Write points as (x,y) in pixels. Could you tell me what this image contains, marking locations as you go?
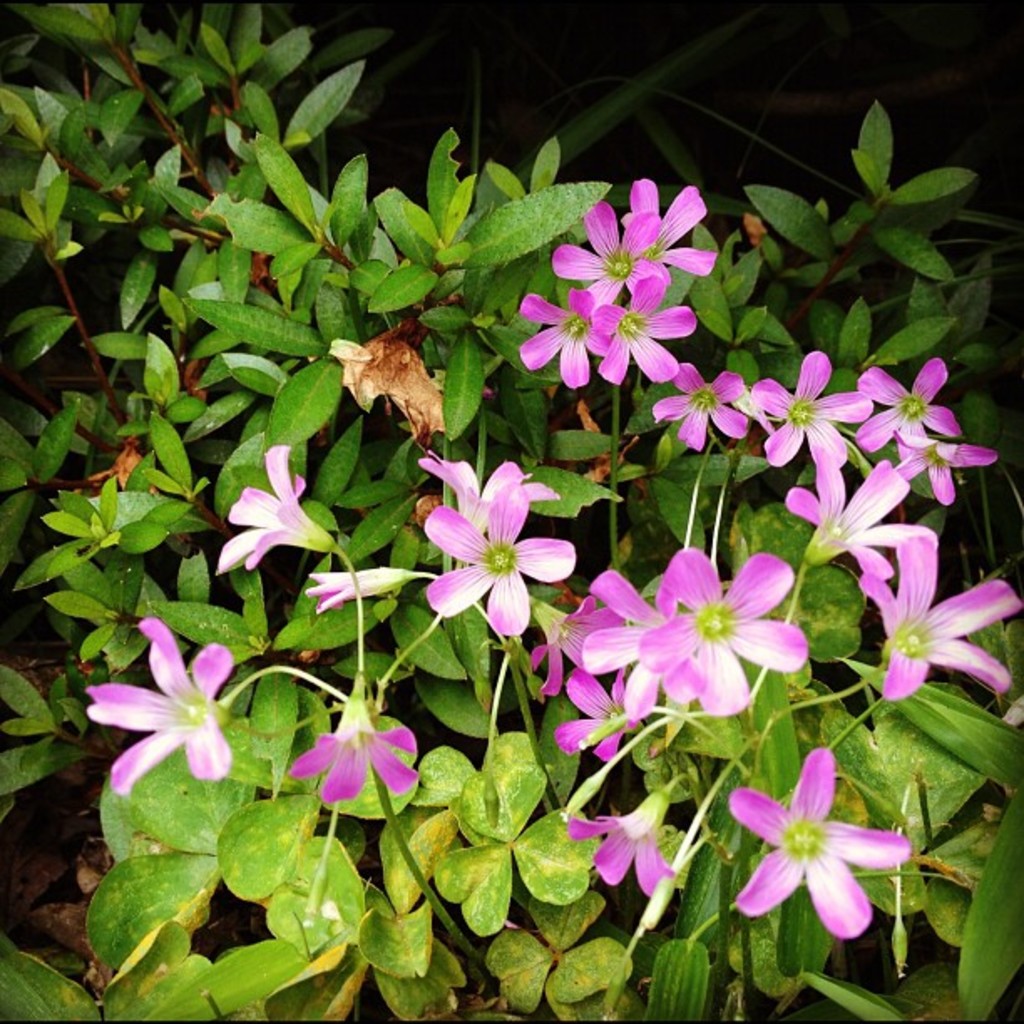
In the image in the center (621,413), we can see plants (1013,741) and flowers (273,517), which are in pink and white color.
